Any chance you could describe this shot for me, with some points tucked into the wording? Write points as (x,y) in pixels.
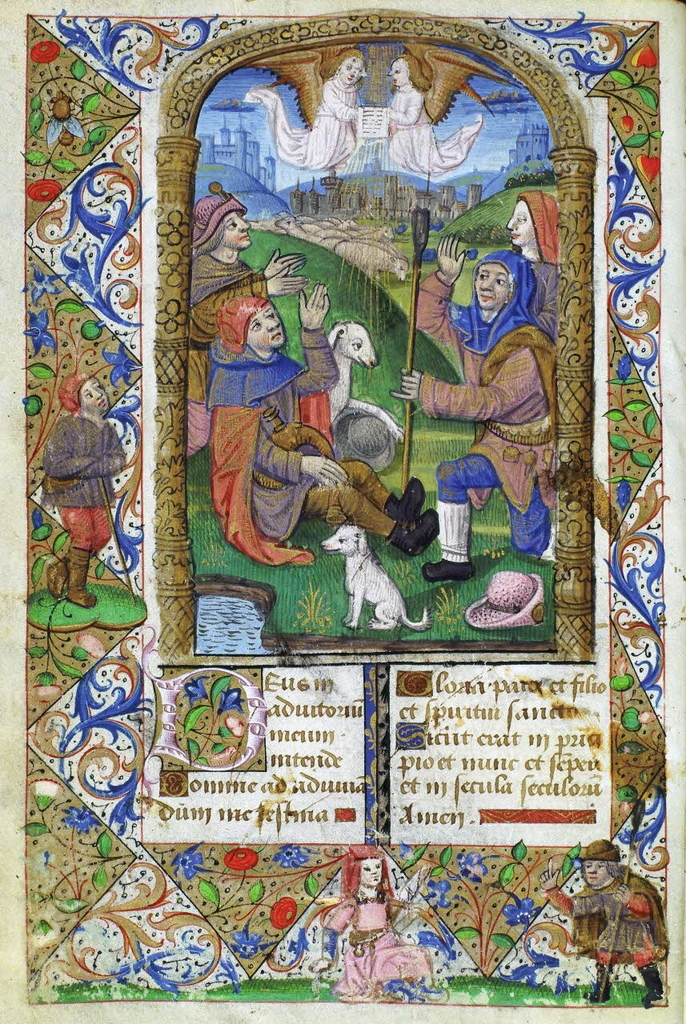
In this image, we can see depiction of persons (292,510), animals (342,378), designs (78,651) and some text (453,811).
